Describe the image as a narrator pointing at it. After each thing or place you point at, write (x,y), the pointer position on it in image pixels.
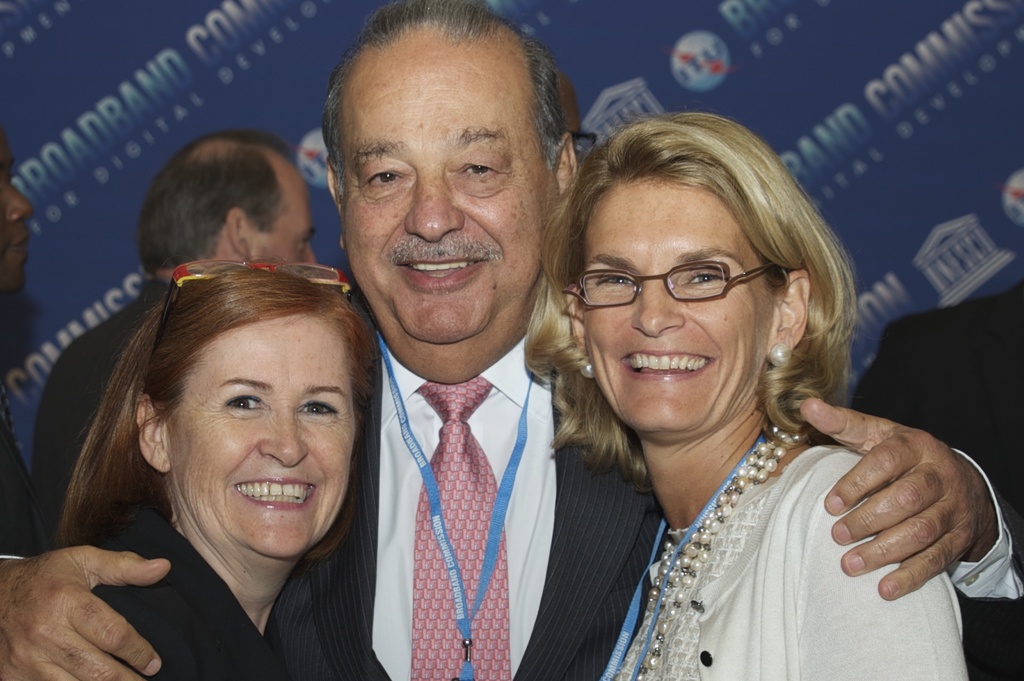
In this image I can see three persons (344,405) in the front (768,406) and I can see all of them are smiling. In the background (62,347) I can see few more people (1014,433), a blue colour board (337,37) and on it I can see something is written. I can also see one person (634,431) is wearing white colour dress (779,530) and rest all are wearing black colour of dress (549,638). I can also see this image is little bit blurry.
